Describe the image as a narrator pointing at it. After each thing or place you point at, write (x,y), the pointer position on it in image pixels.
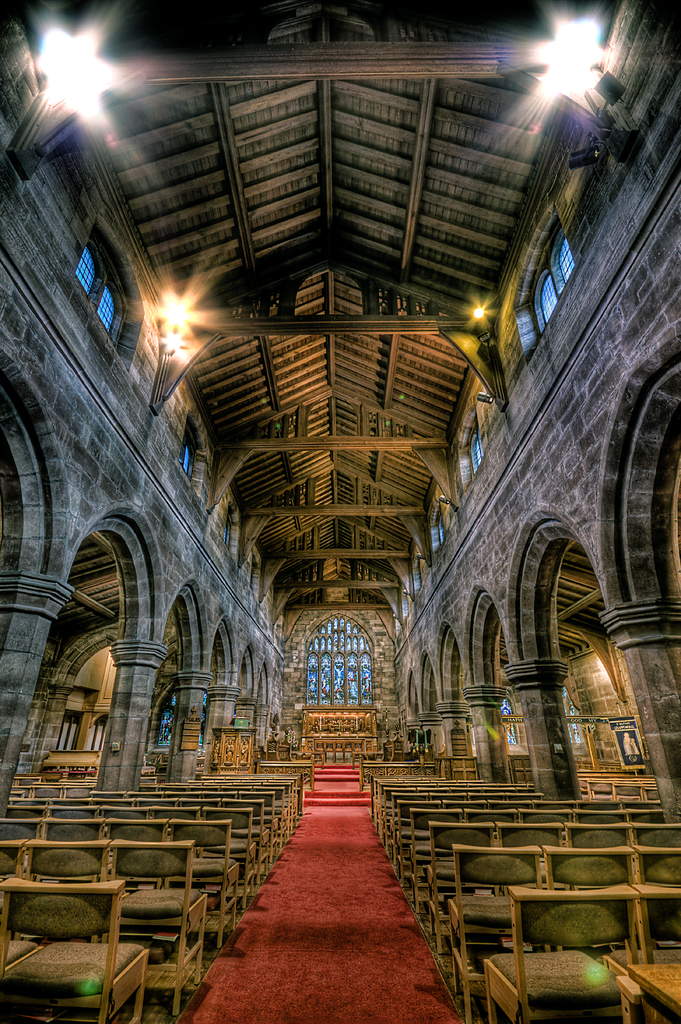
This is the inside view of a building (148,1004). Here we can see chairs (460,851), pillars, and lights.
